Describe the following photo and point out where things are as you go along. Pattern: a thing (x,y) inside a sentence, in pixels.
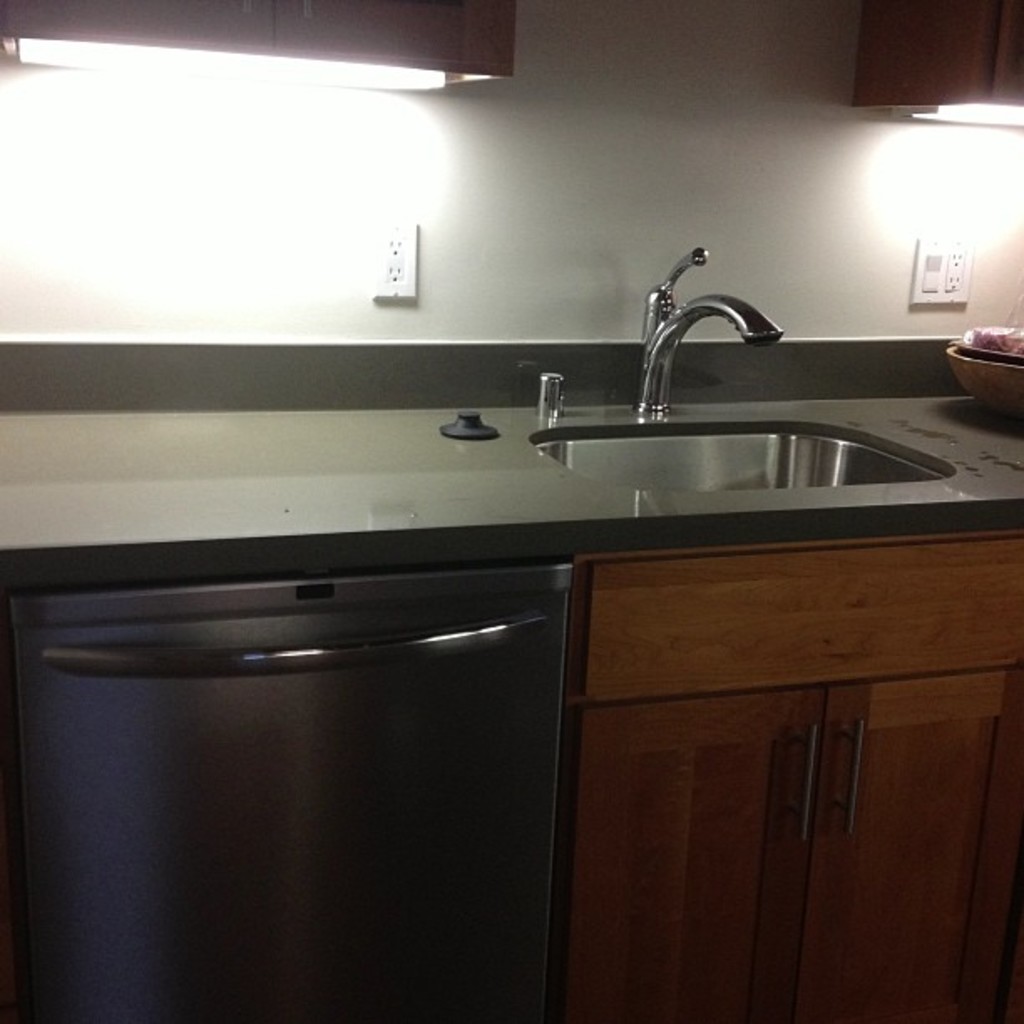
This is an inside picture of the room (529,427), we can see some cupboards (705,922) and on the counter top (633,408) we can see the sink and a bowl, there are some socket boards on the wall (442,195).
